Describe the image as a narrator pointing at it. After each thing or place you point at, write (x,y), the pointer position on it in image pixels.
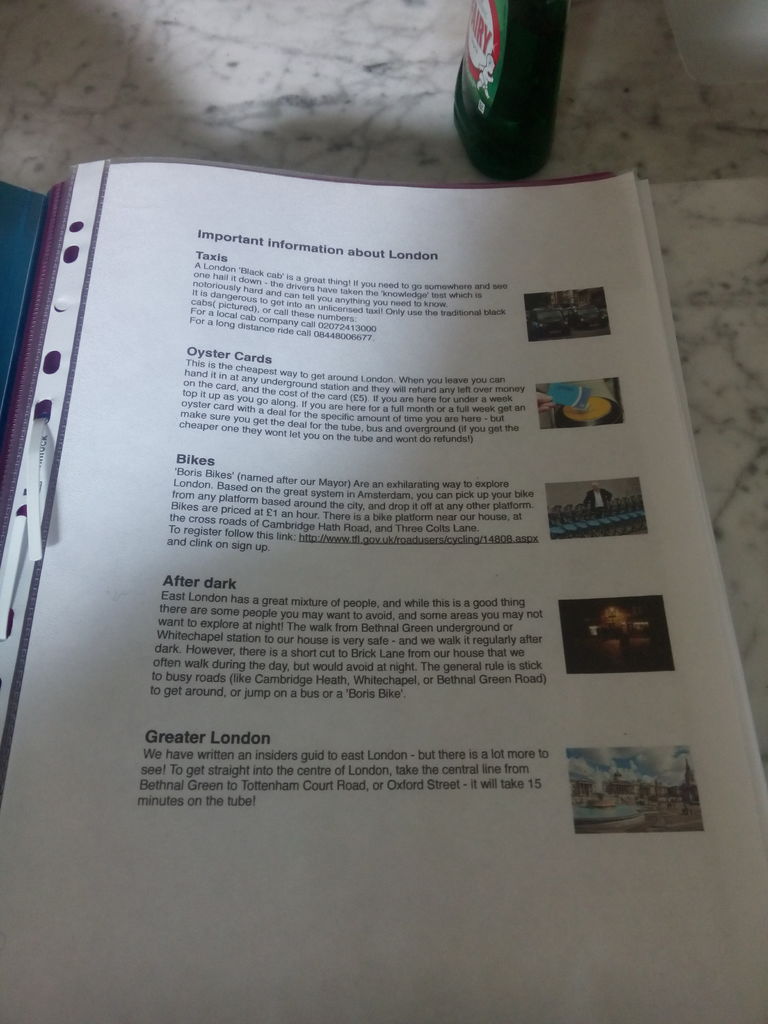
In this image there is a bottle (485,125) and there are papers (619,318) and there is some text (323,506) on the papers (270,621) and there are some images (591,801) and on the left side (24,273) there is an object (24,249) which is blue in colour.
